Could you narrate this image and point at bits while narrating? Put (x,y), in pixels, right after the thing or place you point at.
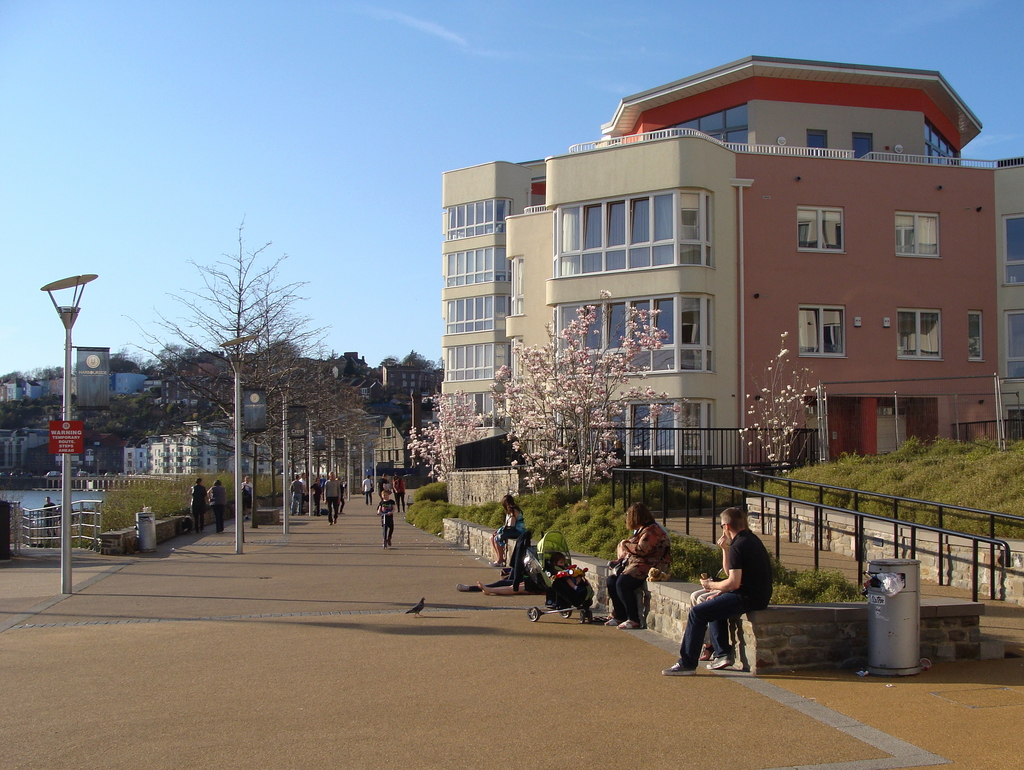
In this picture we can see some people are standing and some people (749,591) are sitting, on the left side (67,440) there is a pole (69,486), a board (63,452) and water (55,500), on the right side (876,501) there is grass (889,493), we can see some trees (277,430) in the middle (347,415), in the background (715,418) there are some buildings (855,289), there is a dustbin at the right bottom (901,598), we can see the sky (209,80) at the top of the picture (266,58).
